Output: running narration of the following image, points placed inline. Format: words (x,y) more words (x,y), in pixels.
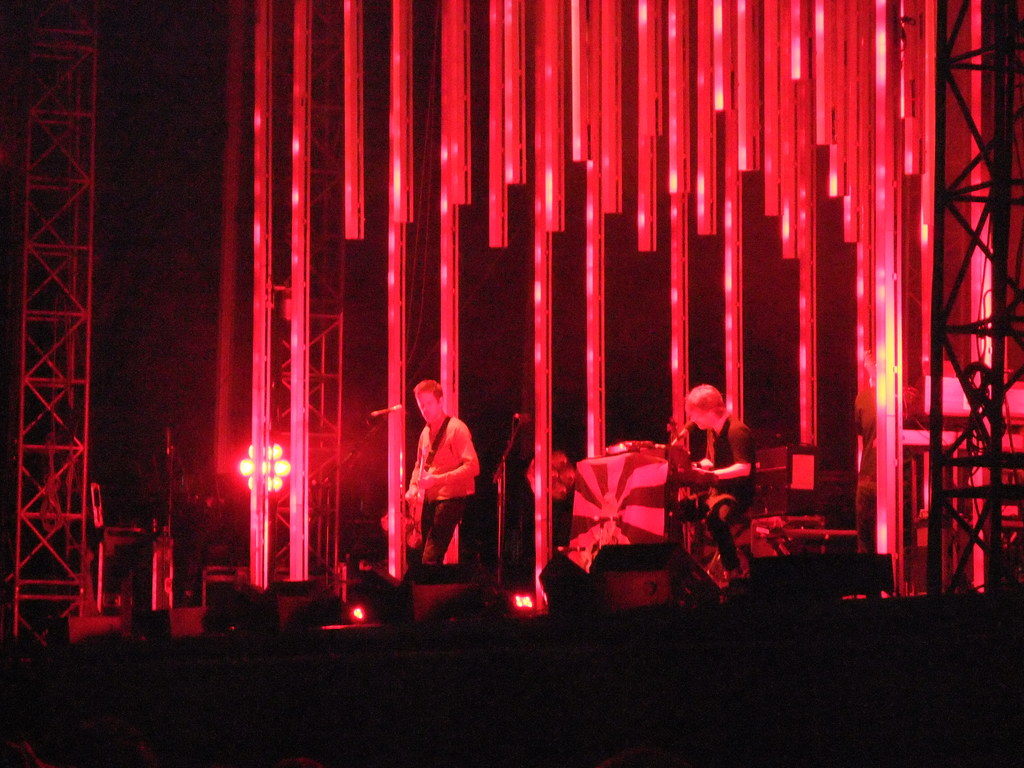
In this image we can see two people (429,490) playing guitars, there are some lights (843,54), speakers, frames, iron rods (457,533), and the background (661,411) is dark.
